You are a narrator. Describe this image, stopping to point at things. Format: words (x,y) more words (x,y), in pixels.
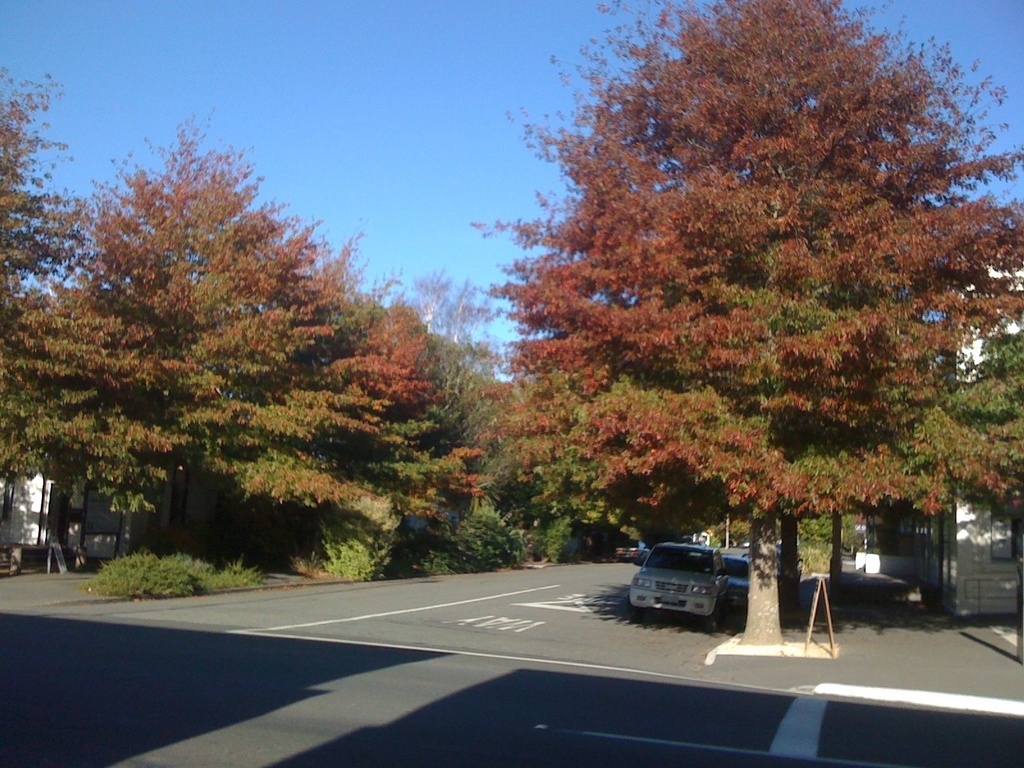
At the bottom of the image (389,630) there is a road (341,632) and we can see cars (702,612) on the road (400,743). In the center (664,312) there are trees (312,515) and buildings (123,513). In the background (368,161) there is sky (423,138).
